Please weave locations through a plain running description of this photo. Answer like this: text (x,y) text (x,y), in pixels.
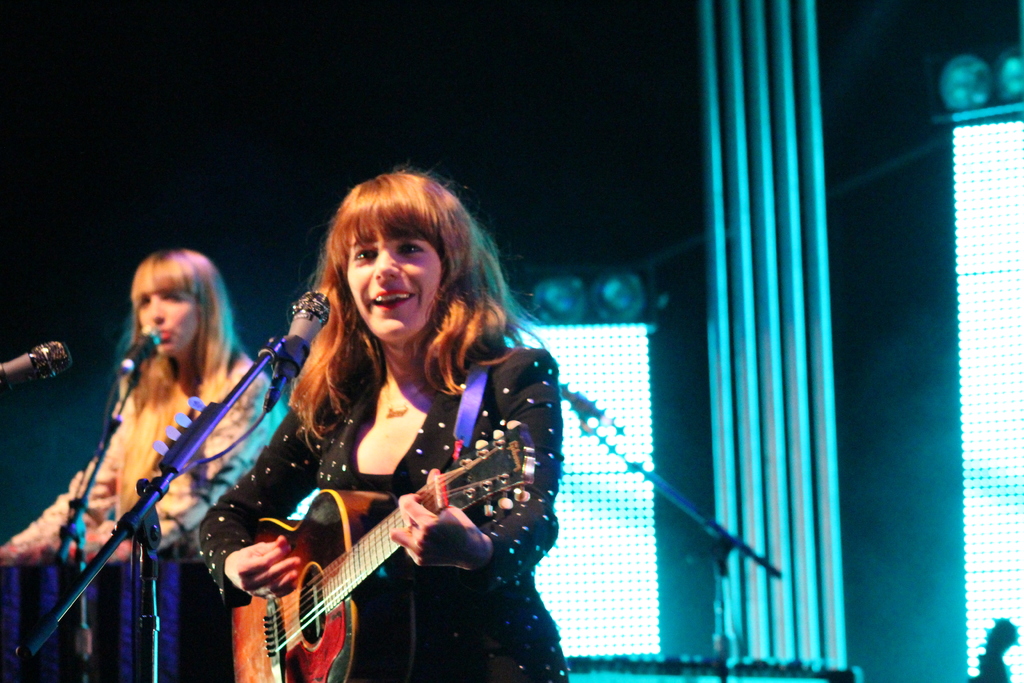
These two persons (446,386) are standing. This person (312,422) holding guitar (328,513). There is a microphone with stand (84,596).
